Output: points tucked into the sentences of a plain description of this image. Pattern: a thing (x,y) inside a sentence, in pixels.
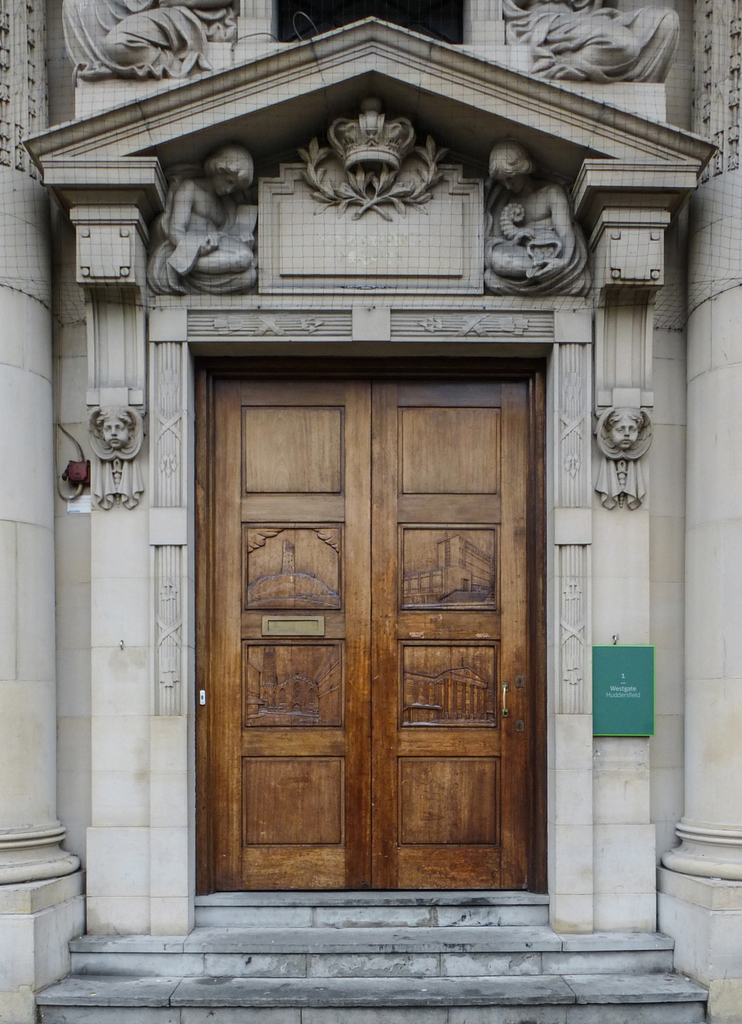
In this image I can see few stairs (290,1002), the building (167,188) and few sculptures (215,29) to the building (276,47). I can see a huge brown colored door (357,598).
